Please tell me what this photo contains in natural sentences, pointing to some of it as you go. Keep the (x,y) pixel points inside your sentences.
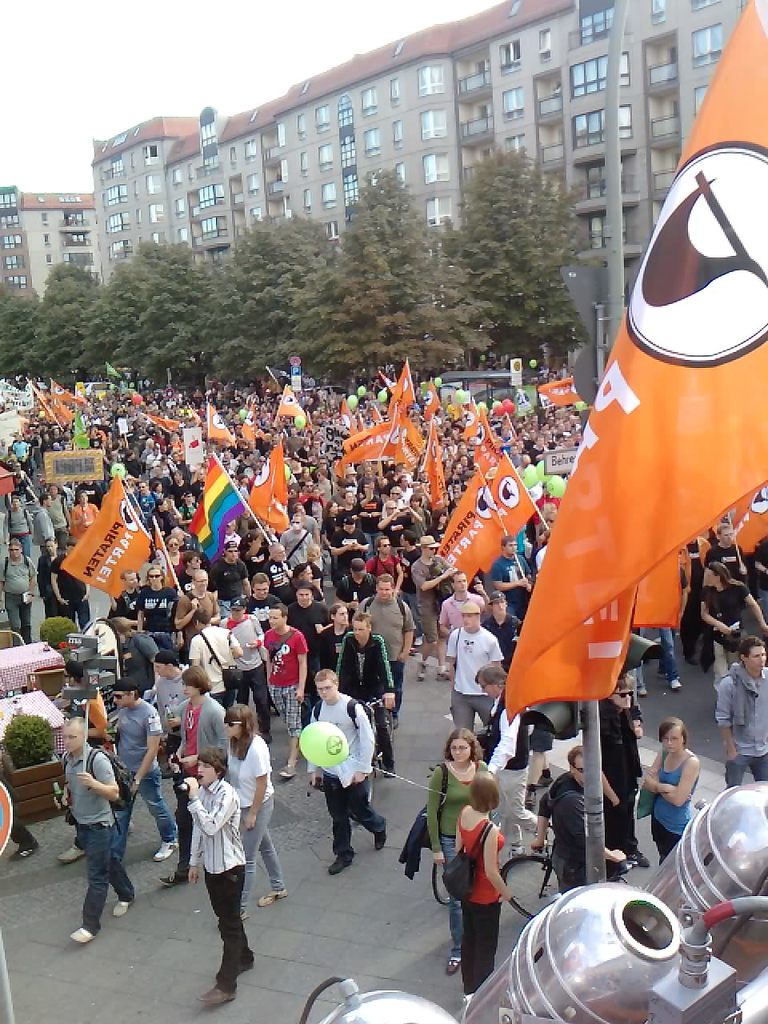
In this image, we can see people (319,395) and some are wearing bags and some of them are holding flags (219,499) and some other objects (10,425). In the background (370,260), there are trees (424,350), buildings (460,169) and we can see an equipment (583,932). At the bottom (152,942), there is a road (148,946).
